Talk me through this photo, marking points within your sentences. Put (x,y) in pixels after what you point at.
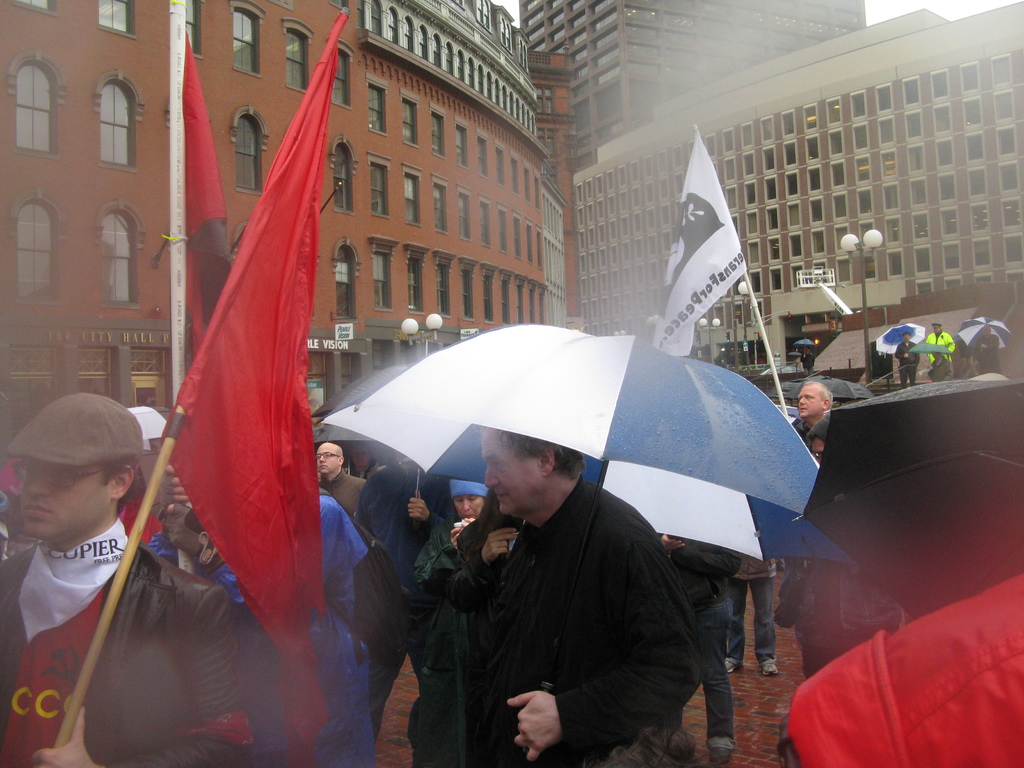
This image is taken outdoors. In the background (587,181) there are a few buildings (801,181) with walls (428,196), windows (464,199), doors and roofs (497,15). There are a few street lights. There is a board (348,343) with a text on it. In the middle of the image (363,468) many people (482,532) are standing on the floor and umbrellas (617,397) in their hands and a few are holding flags (218,273) in their hands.
